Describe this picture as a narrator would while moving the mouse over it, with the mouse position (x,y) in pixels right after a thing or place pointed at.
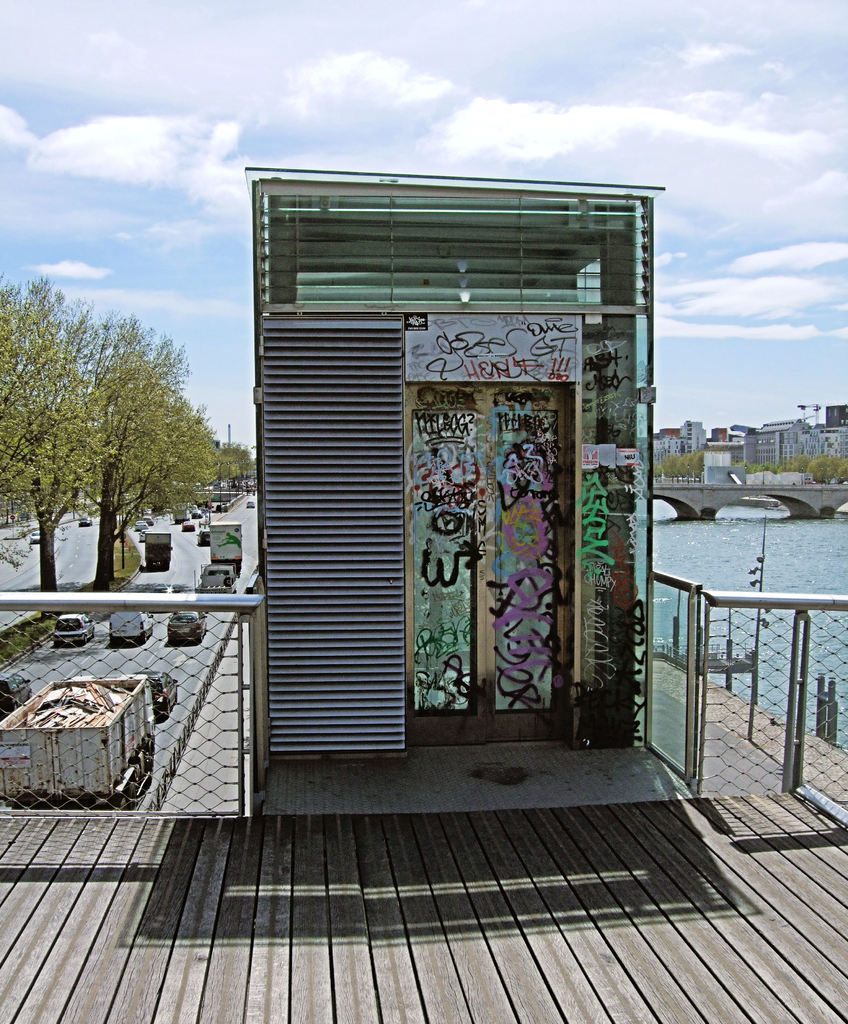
In this picture there is small shed room (423,567) with spray paint (544,560) on the glass door (478,686). In the background (188,646) there are some cars (138,629) moving on the road (172,560). On the right side (794,548) there is a river (741,554) with concrete bridge (710,497) built on it.
